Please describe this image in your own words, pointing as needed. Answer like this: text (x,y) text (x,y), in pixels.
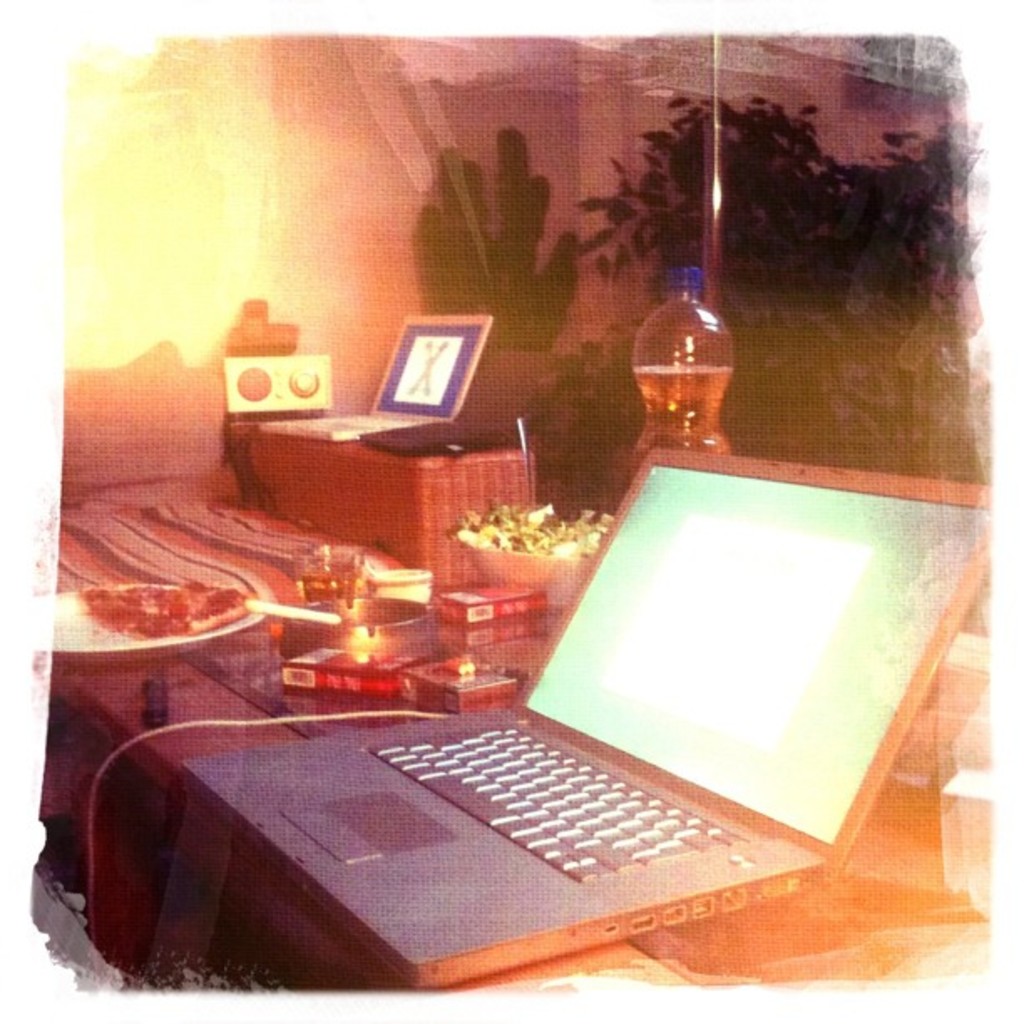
Here we can see a laptop (717,732) and plate (192,584) of food (140,591) and there is a bottle (704,440) and there are other things (435,478) placed on the table (942,719), at the back of that we can see plants (610,260) present.
